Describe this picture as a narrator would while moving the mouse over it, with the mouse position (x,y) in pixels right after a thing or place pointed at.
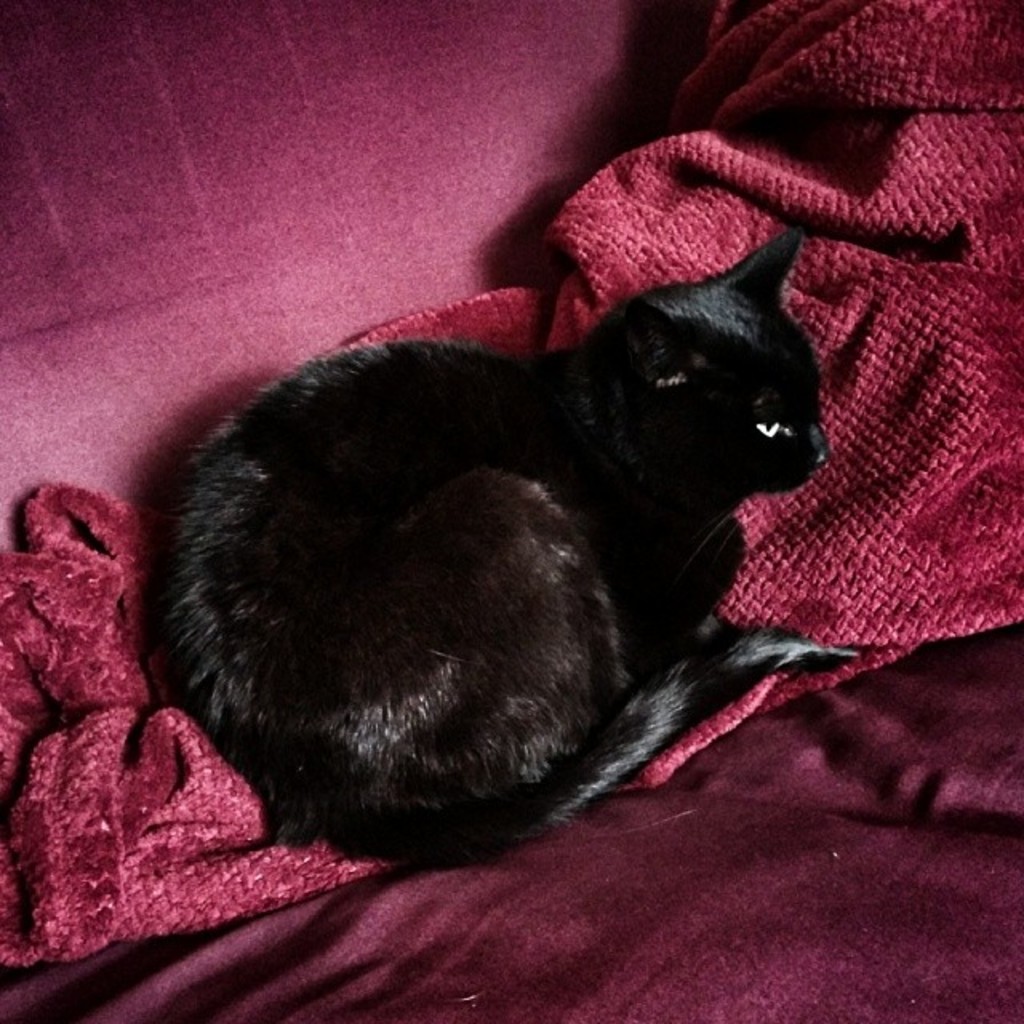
In this image we can see a cat (529,663) laying on the cloth (126,875).
